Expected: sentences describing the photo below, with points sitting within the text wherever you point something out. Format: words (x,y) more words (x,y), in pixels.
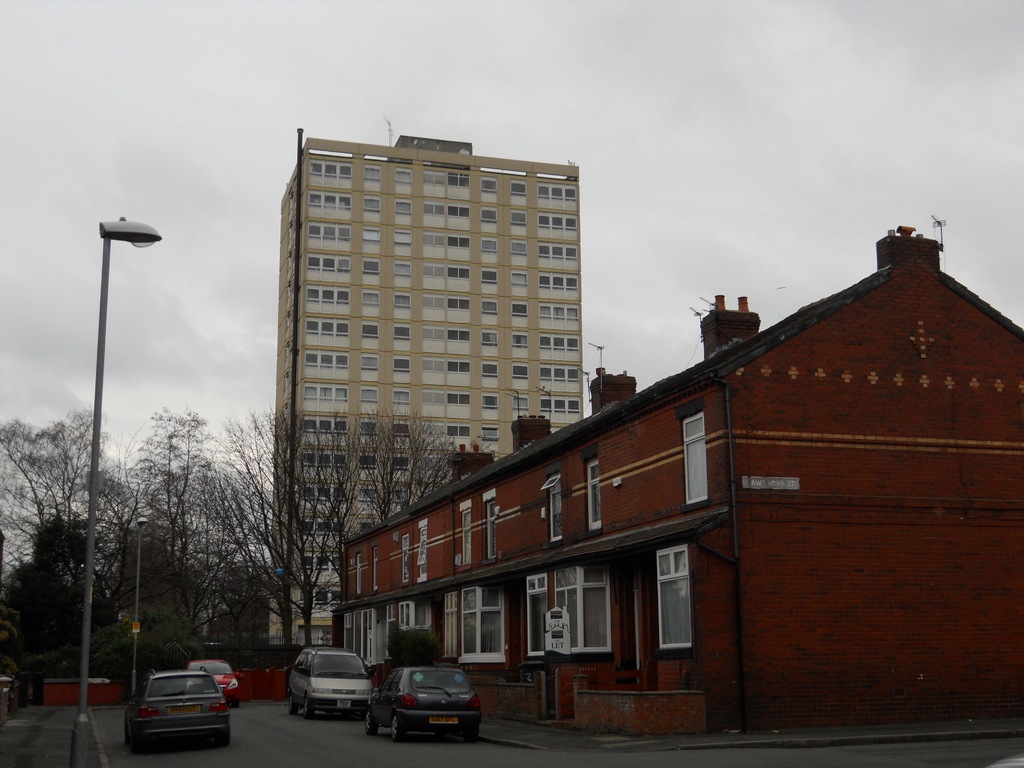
In this image we can see buildings (364,553), trees (242,509), poles (90,556) and a light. At the top of the image (370,65), we can see the sky (777,99) with clouds (353,78). At the bottom of the image (290,726), we can see cars (307,714) on the road (348,747).
